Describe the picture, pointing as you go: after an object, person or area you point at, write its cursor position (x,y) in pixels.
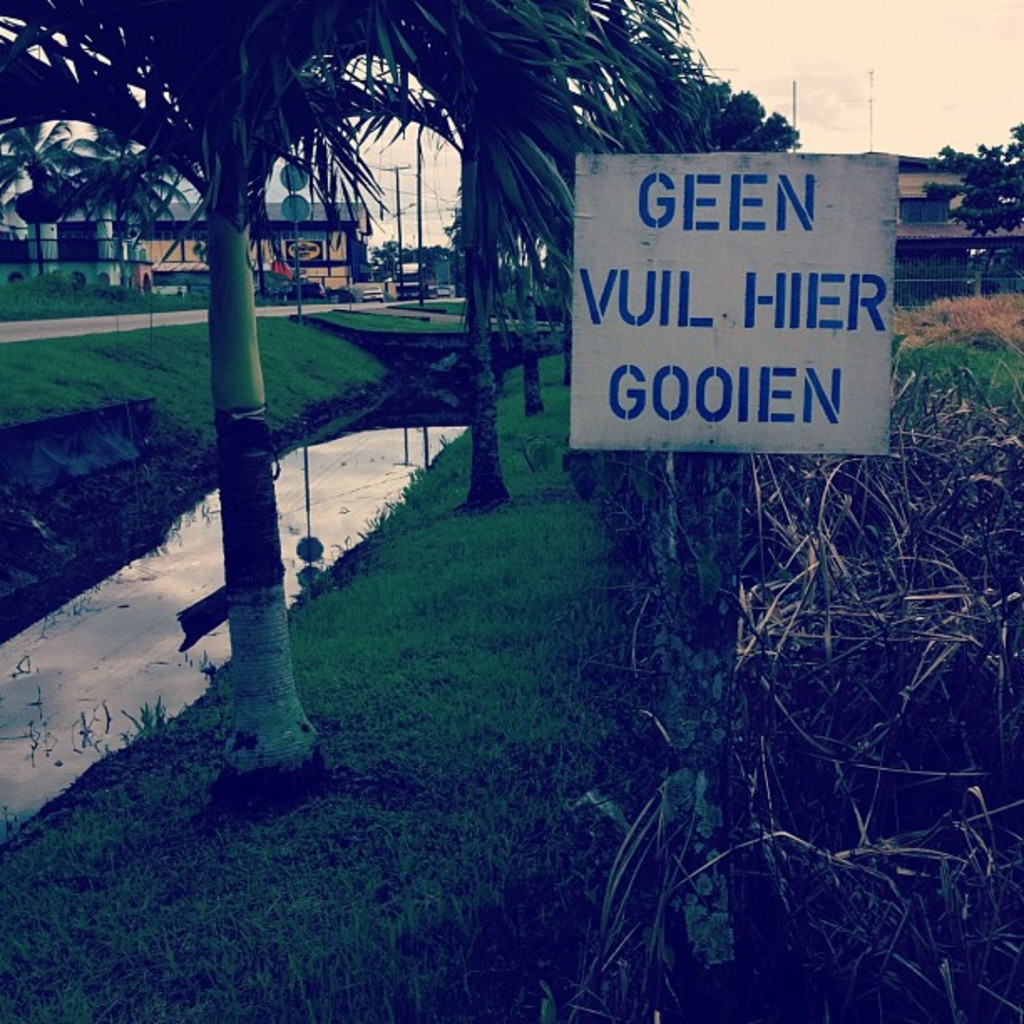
In this image I can see a board (622,306) with some words (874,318) on it. There are trees (698,95), buildings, poles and boards (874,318). There is grass (322,686), there is water (281,473) and in the background (817,86) there is sky (829,81).
